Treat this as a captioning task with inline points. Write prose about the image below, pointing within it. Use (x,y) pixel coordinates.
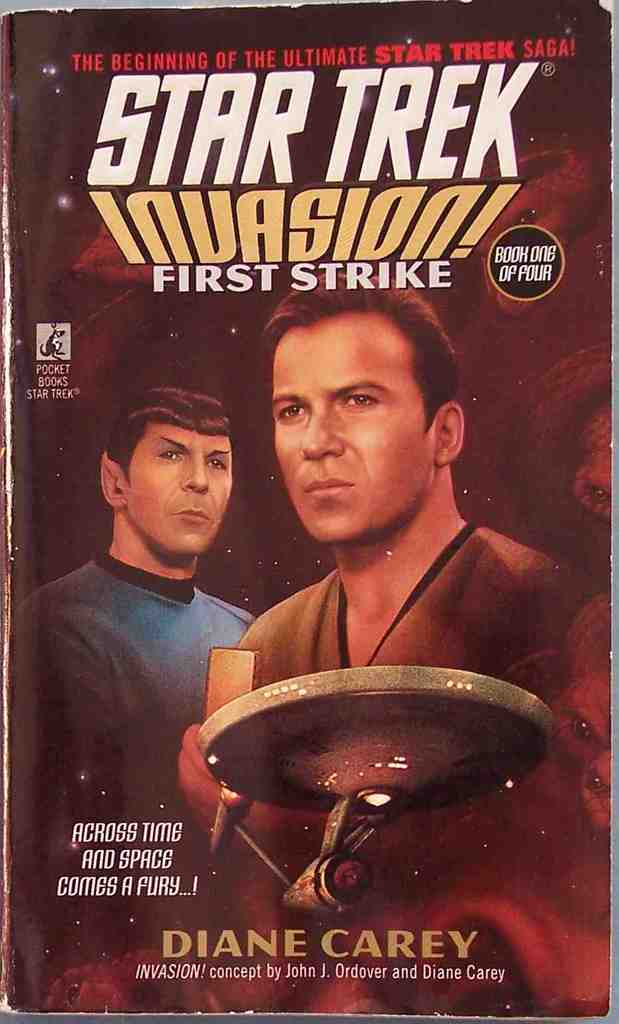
In this image I can see the paper (295,895). On the paper (276,660) I can see the print (357,434) of two persons (162,511) wearing the different color dresses (191,666) and there is a text (395,237) star trek invasion is written on it.
